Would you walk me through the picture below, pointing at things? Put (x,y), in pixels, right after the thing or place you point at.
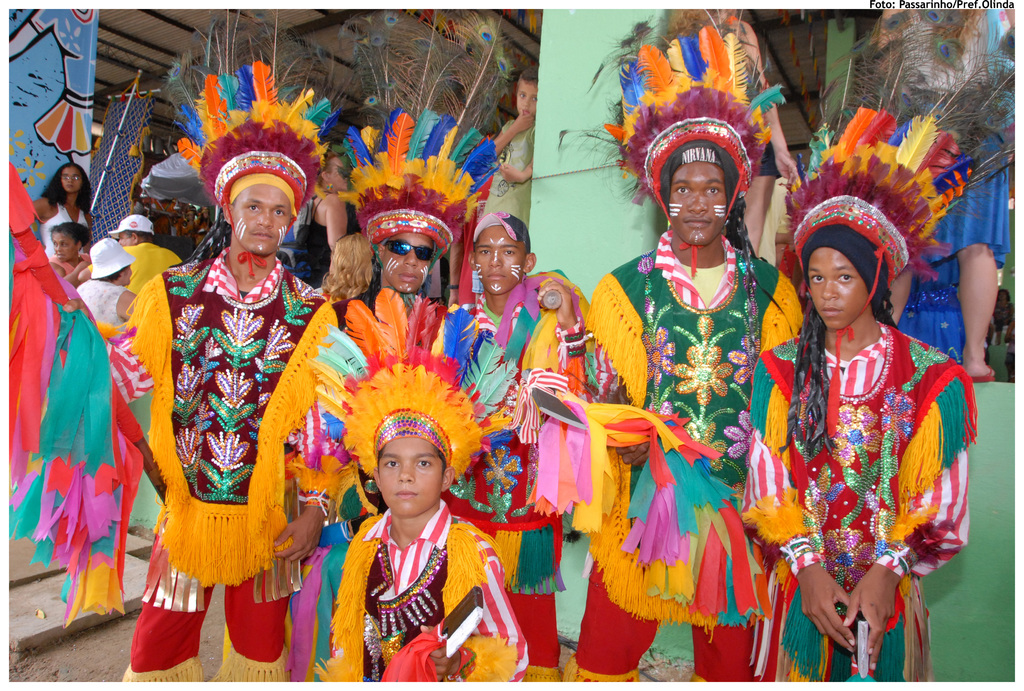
This picture is clicked inside. In the foreground (410,320) we can see the group of people (504,455) standing on the ground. In the background (169,28) there is a roof (169,28) and we can see the group of people (194,240).
